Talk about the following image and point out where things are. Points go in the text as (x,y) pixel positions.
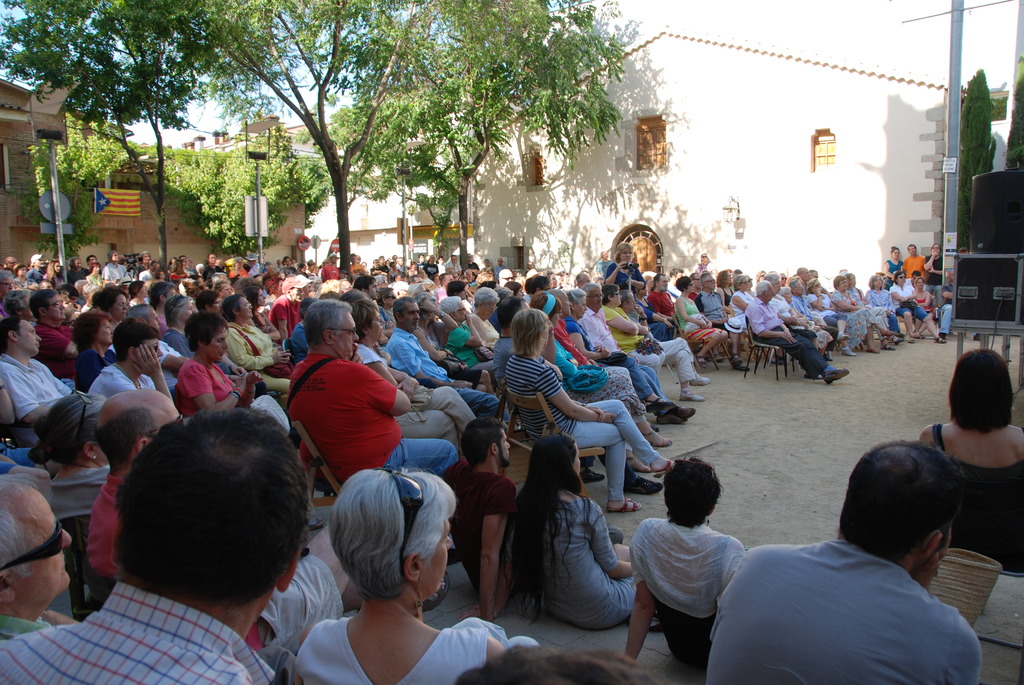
In this image I can see number of persons (354,390) are sitting on chairs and few persons (583,554) are sitting on the ground (613,522). In the background (469,154) I can see few trees (165,106), a flag (98,191), few poles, few buildings (634,202) and the sky (864,19).
